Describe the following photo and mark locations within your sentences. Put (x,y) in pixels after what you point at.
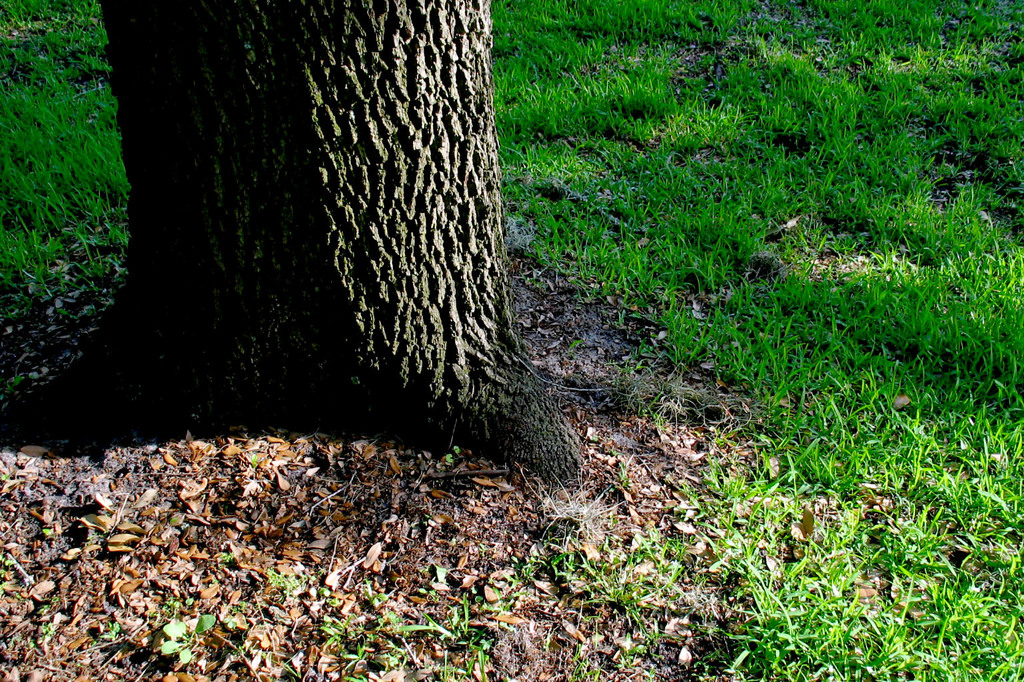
There are dry leaves (394,525) at the bottom side of the image (394,543), there is a trunk (344,358) and grassland (751,404) in the foreground (461,248).
